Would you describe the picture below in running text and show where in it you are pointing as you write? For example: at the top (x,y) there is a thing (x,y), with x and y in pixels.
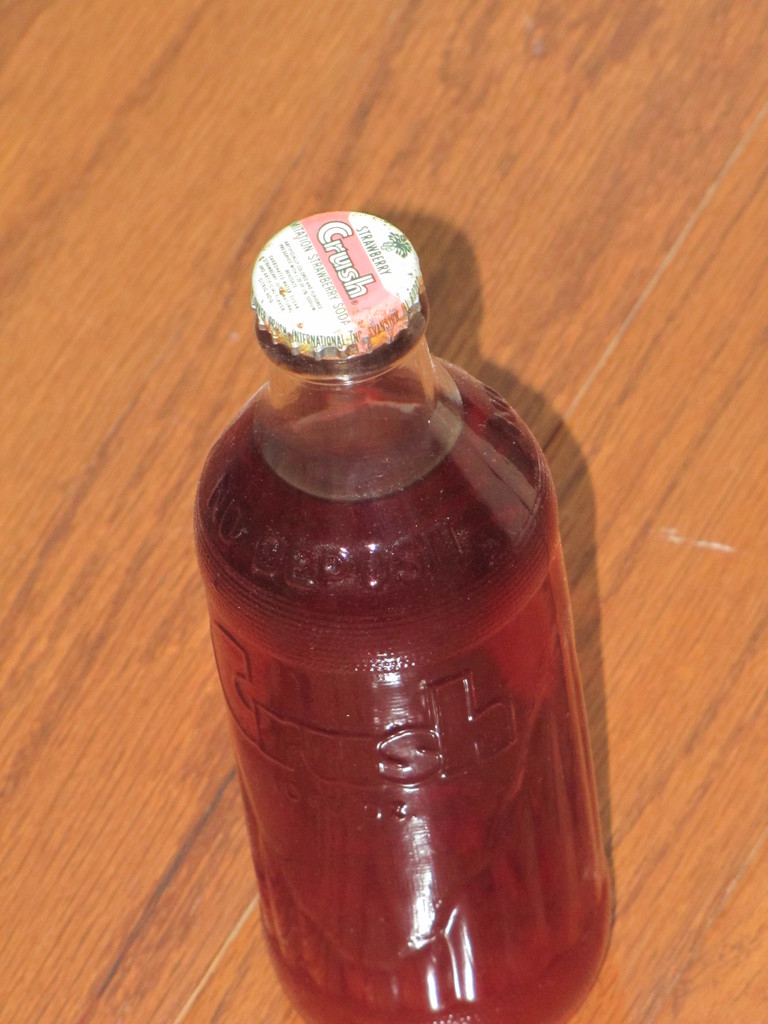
In this image, there is a bottle (450,701) filled with juice (455,663) kept on the table (613,332). It looks as if the image is taken inside a room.
